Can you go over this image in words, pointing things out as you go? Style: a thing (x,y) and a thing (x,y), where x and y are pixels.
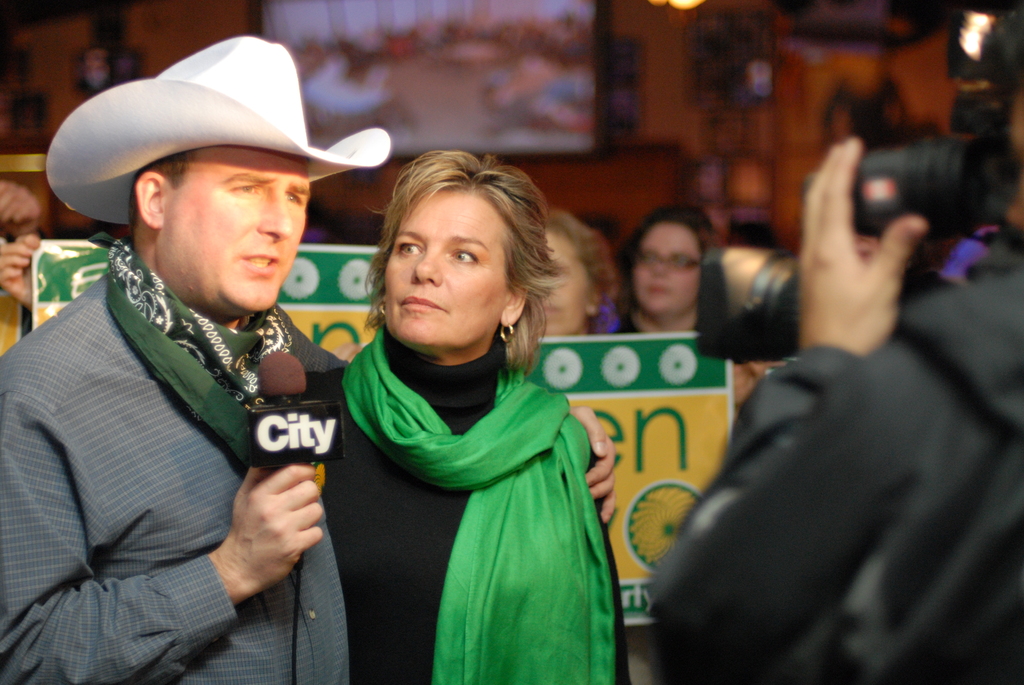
In this image we can see a few people (212,473), one of them is holding a camera (908,211), another person (230,407) is wearing a hat (214,100), and he is holding a mic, behind them few people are holding banners (677,397) with text (680,438) on them, there is a TV (593,65), also the background (536,130) is blurred.
